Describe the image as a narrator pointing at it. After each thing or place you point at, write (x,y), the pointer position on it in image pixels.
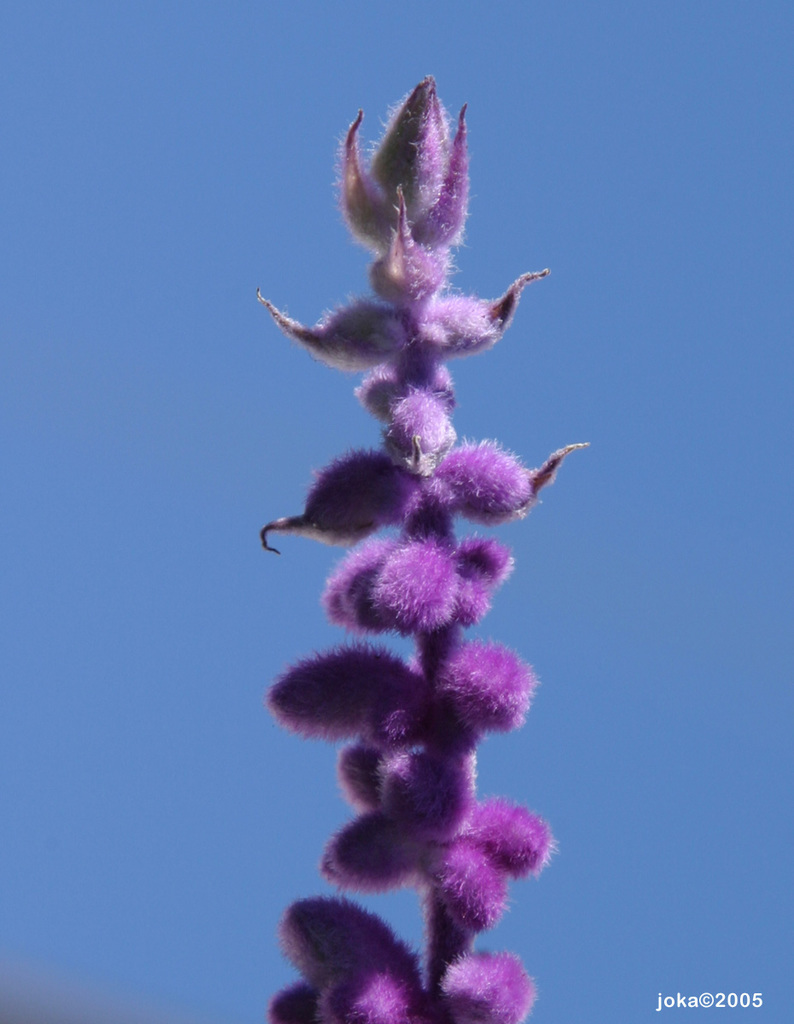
In this picture there is a violet color flower (492,563) and there is something written in the right bottom corner (704,999) and the sky (752,985) is in blue color.
